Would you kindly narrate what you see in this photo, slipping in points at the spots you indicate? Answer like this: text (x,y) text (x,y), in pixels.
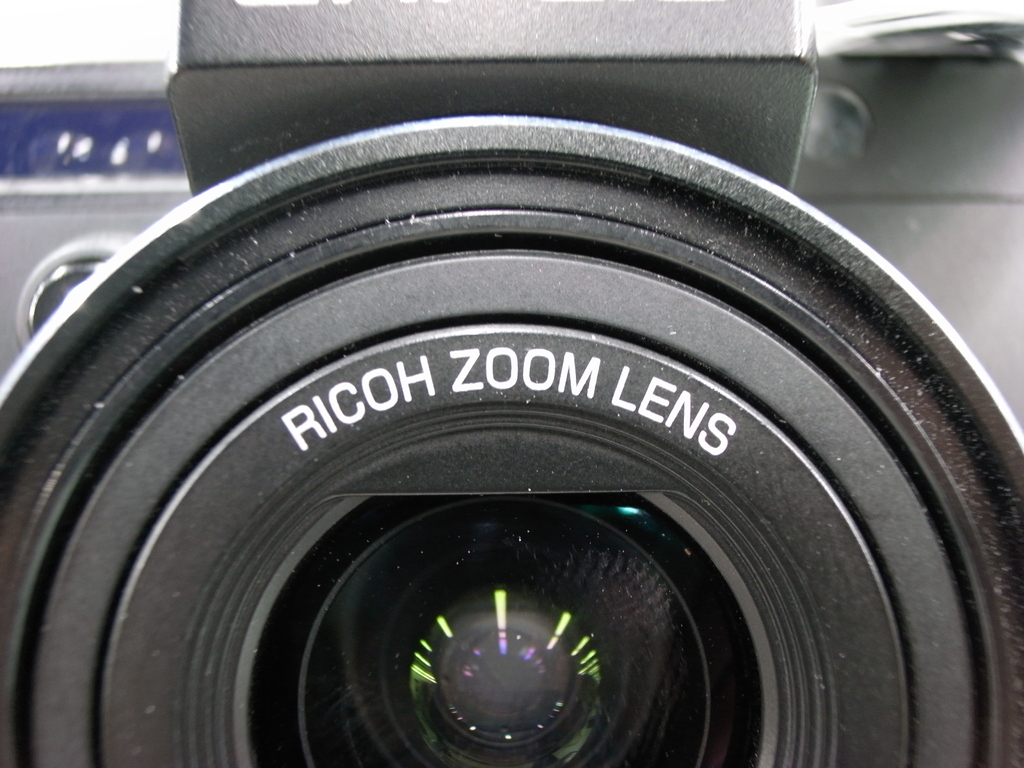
In this image, this looks like a camera lens (422,708). I can see letters (354,415) on the lens (597,395).
